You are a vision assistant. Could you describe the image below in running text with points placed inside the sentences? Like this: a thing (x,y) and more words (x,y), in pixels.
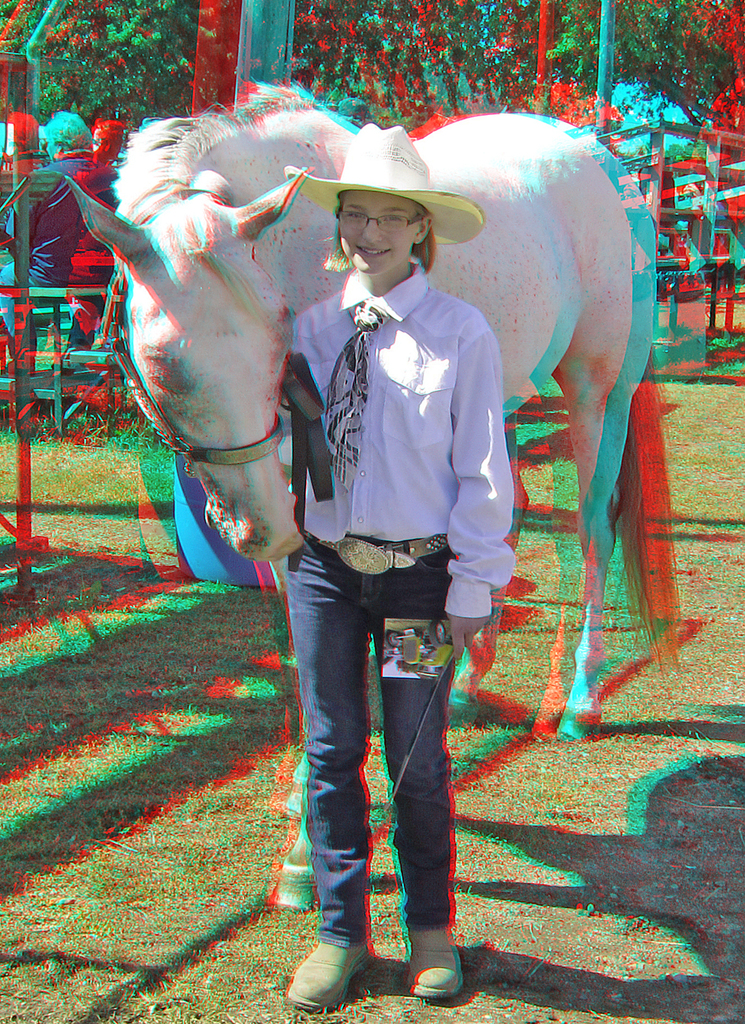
In this image I can see a person (441,509) wearing white and blue colored dresses (422,513) is standing and holding a horse (267,322) which is white in color is standing on the ground (595,785). In the background (729,39) I can see few persons (52,284) sitting and few trees (163,110) which are green in color. I can see the image is blurry.
